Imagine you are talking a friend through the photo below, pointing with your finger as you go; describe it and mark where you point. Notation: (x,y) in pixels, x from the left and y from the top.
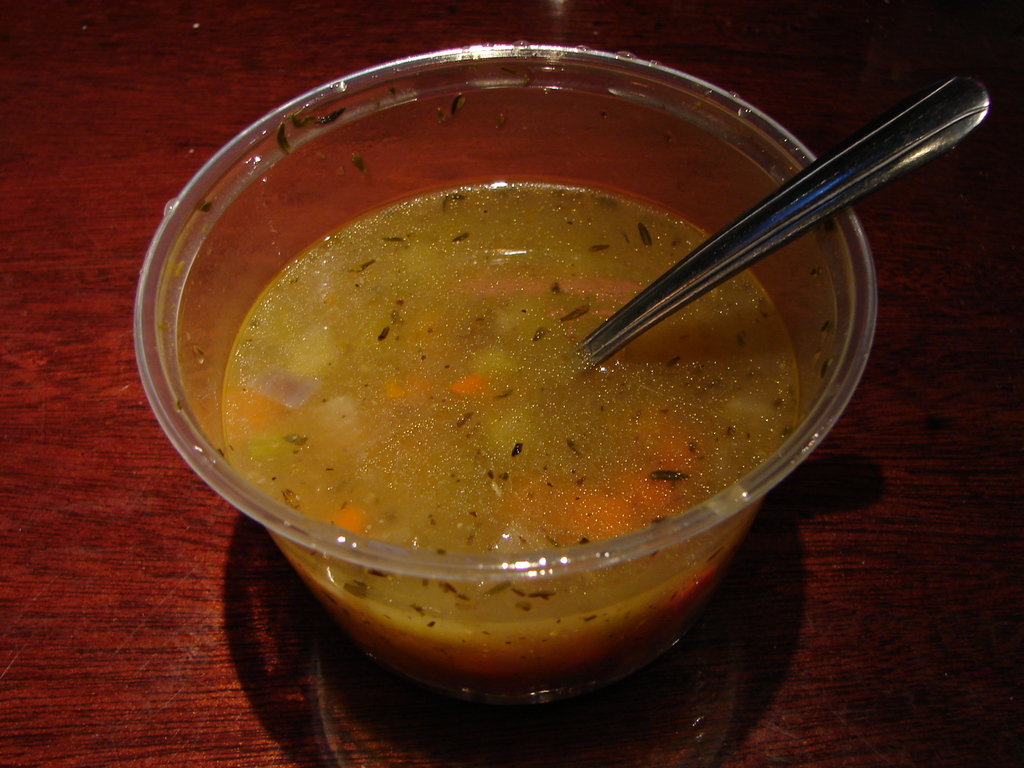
In this image we can see a soup (536,353) and spoon (707,264) in a bowl (485,634). We can see a bowl (493,606) is placed on the wooden surface (697,624).
